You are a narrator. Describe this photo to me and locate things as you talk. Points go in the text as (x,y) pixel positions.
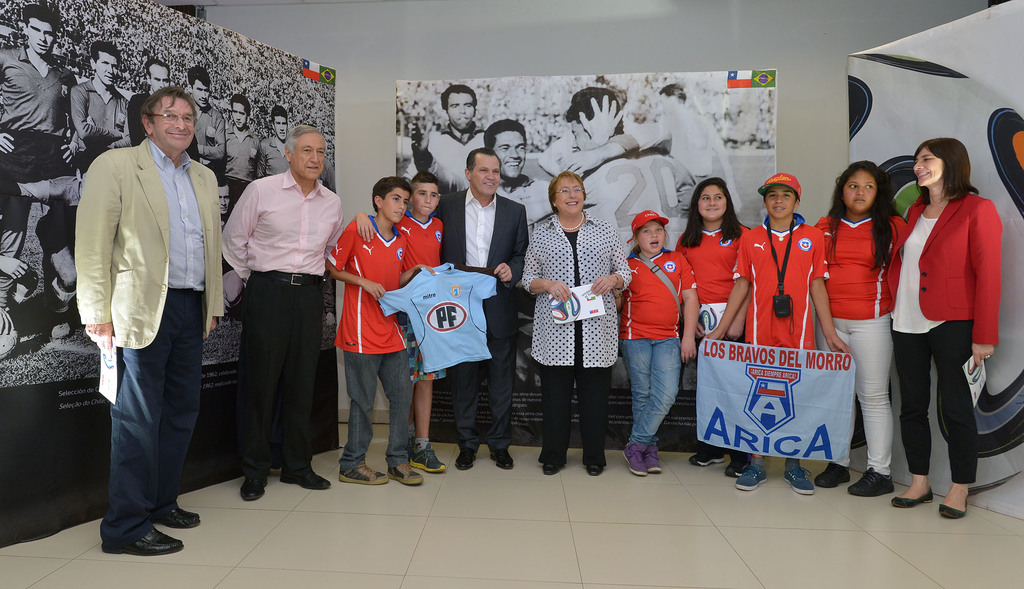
This image is taken indoors. At the bottom of the image (390,513) there is a floor (404,524). In the background (410,40) there is a wall (711,56) and there are a few banners (705,123) with a few images (111,117) of men (158,88) and flags (763,74) on them. In the middle of the image (586,260) a few men (265,287), a few women (966,299) and a few kids (805,266) are standing on the floor (325,465). A kid (366,434) is holding a T-shirt (426,326) in hand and a girl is holding a banner (759,376) with a text (759,376) on it.
